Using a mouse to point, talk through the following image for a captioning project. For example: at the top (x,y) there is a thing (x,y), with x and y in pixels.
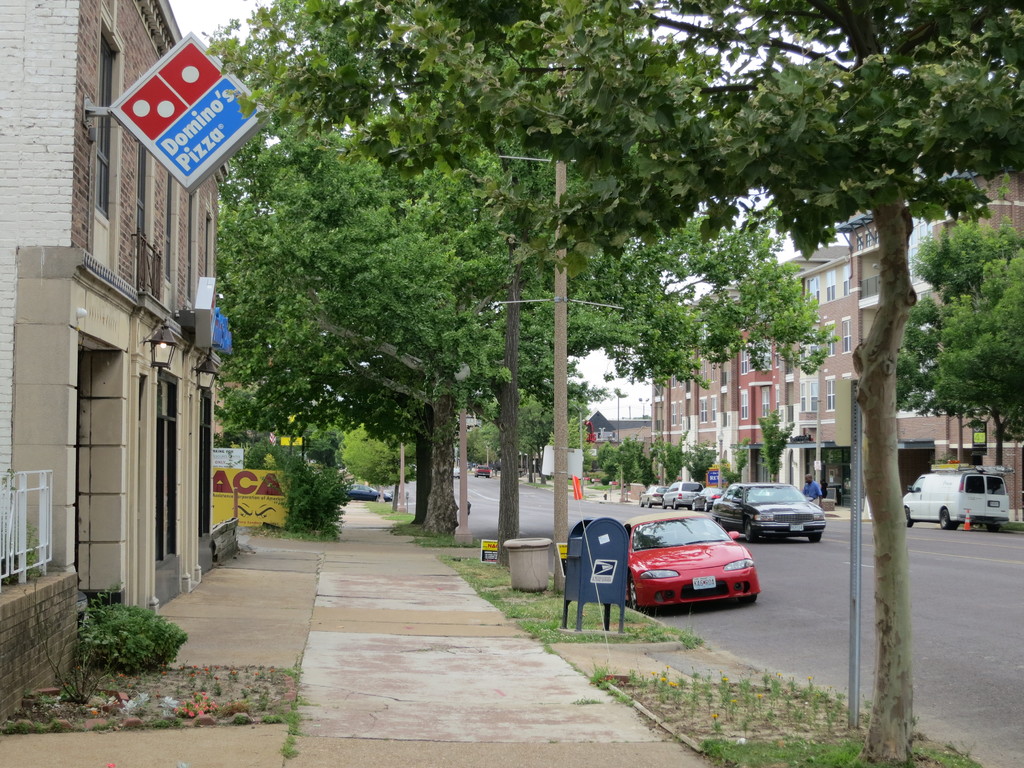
There are some vehicles (697,524) parked beside the road (550,526) and beside the footpath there are some stores (175,419) and buildings (799,406) and there are many trees (417,411) around the road (476,522).
